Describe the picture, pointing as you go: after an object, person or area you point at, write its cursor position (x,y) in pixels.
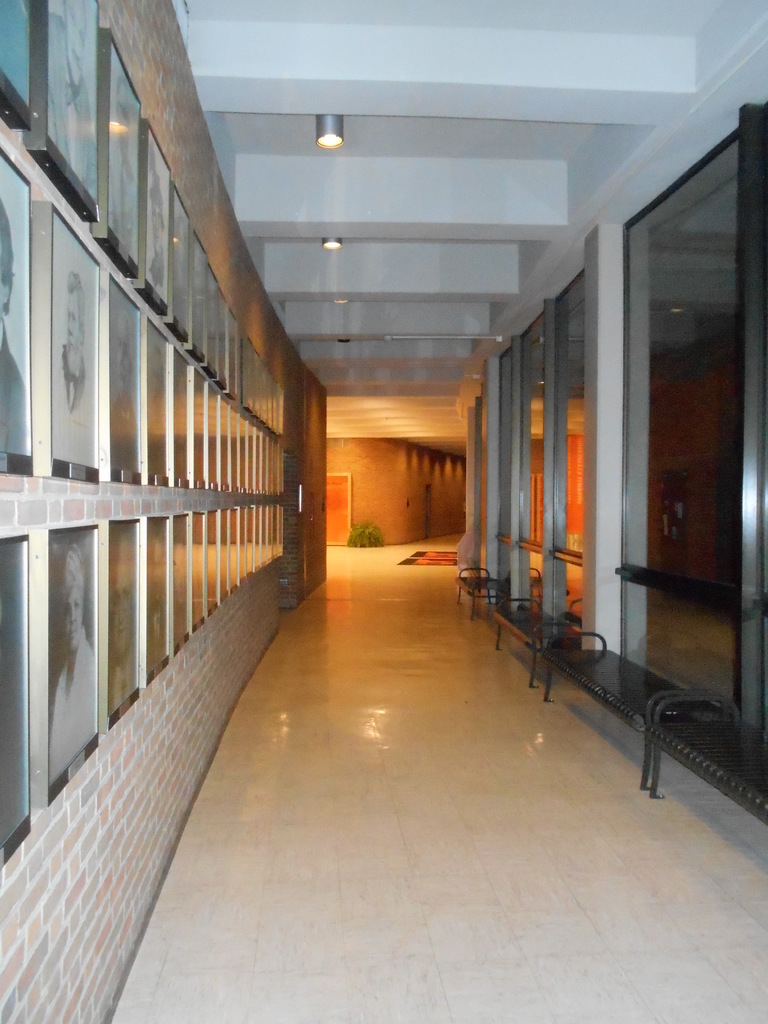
In this picture we can see a path (396,805), side we can see so many frames (124,551) to the wall (113,804) and also we can see some benches (584,675) are arranged inside the building (559,736).
